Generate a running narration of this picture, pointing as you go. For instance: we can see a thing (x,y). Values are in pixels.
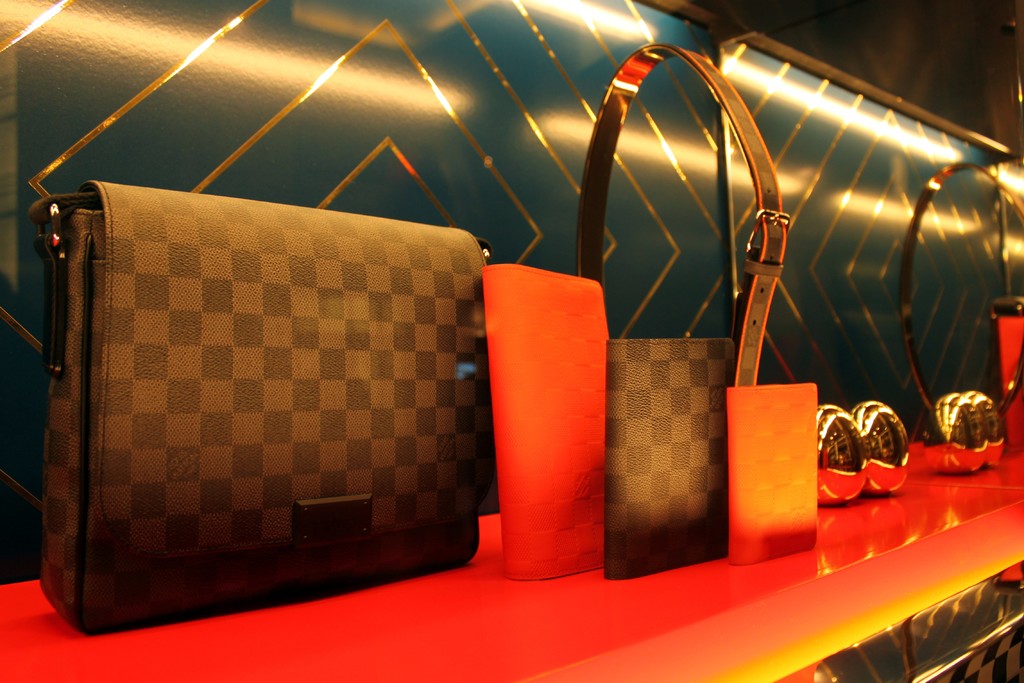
There is a table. There is a wallet (554,465), handbag (282,444) and belt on a table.
